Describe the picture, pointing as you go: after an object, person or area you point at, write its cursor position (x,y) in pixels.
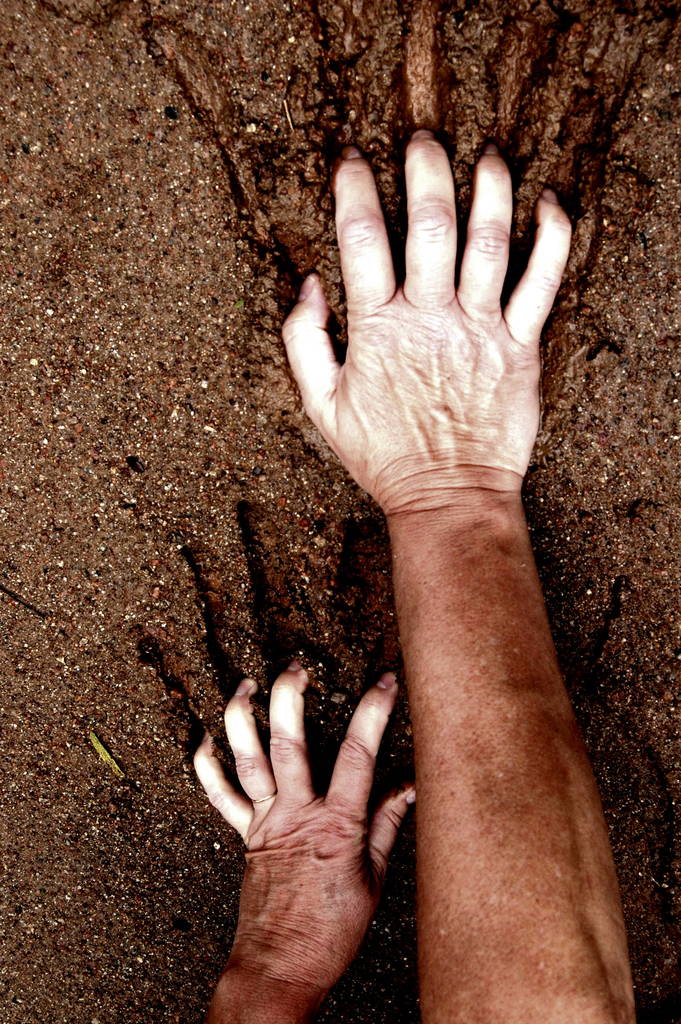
In this image we can see a person's hands (328,825) and there is mud (229,379).
